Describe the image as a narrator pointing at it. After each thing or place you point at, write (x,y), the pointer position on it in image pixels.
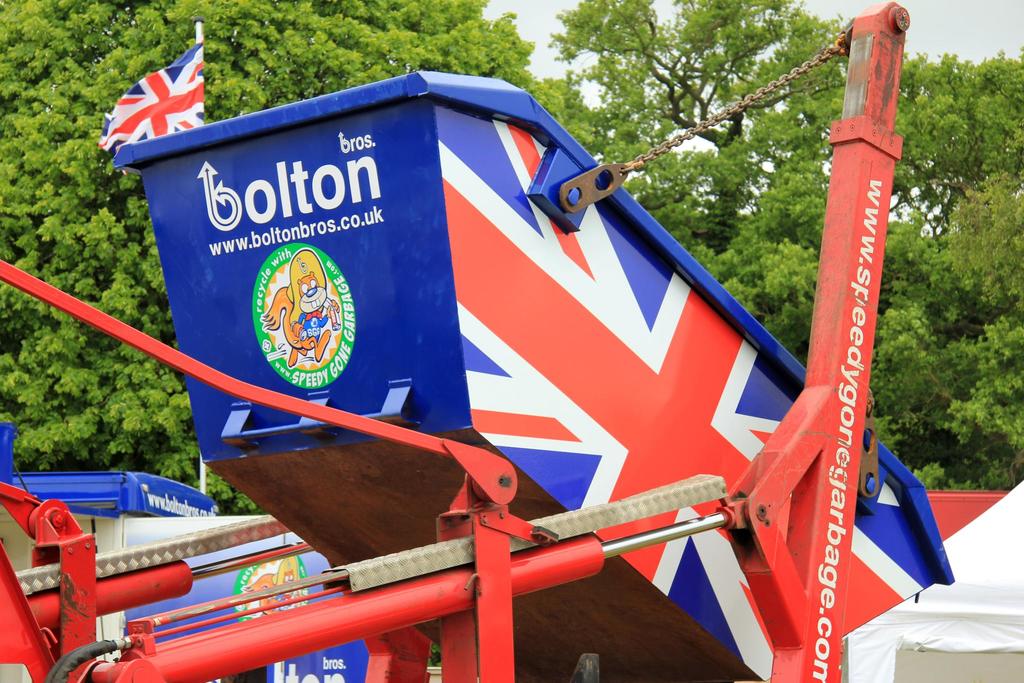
In this image there are metal objects (415,459), in the background (944,384) there are trees (610,91).
